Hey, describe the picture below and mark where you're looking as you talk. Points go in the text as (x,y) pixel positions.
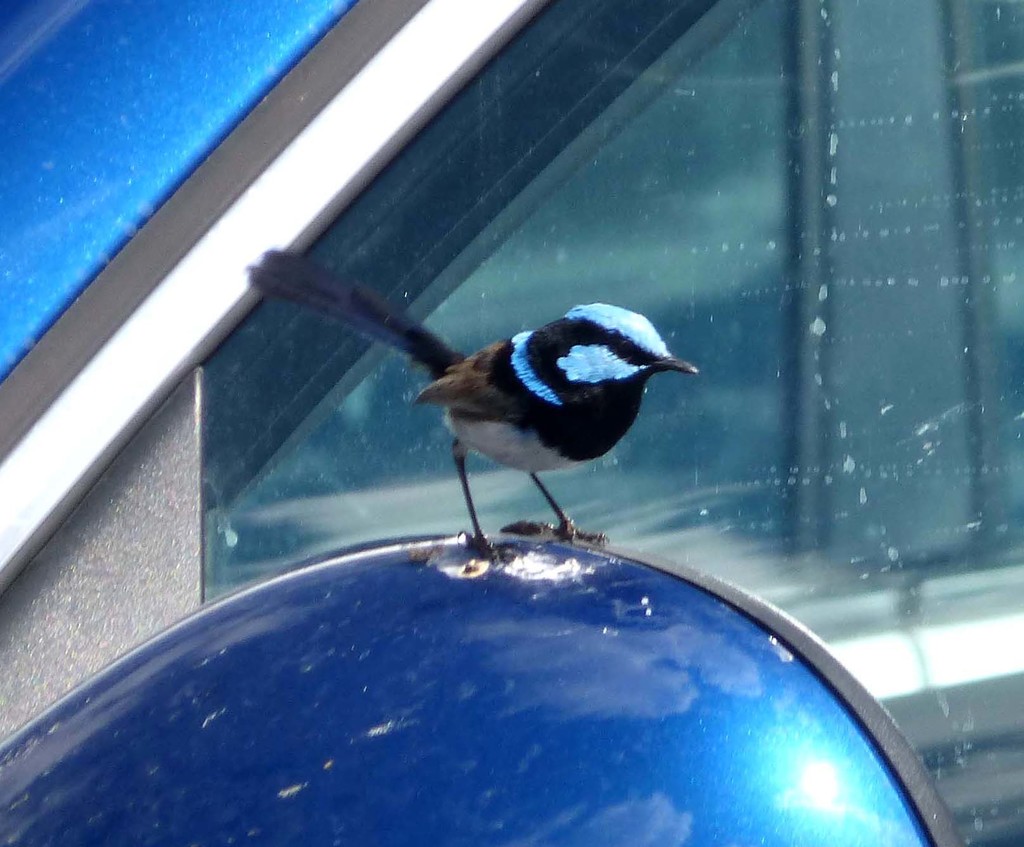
In this image there is a car (354,479), which is in blue color and we can see a bird (597,363) on the car (478,615).
